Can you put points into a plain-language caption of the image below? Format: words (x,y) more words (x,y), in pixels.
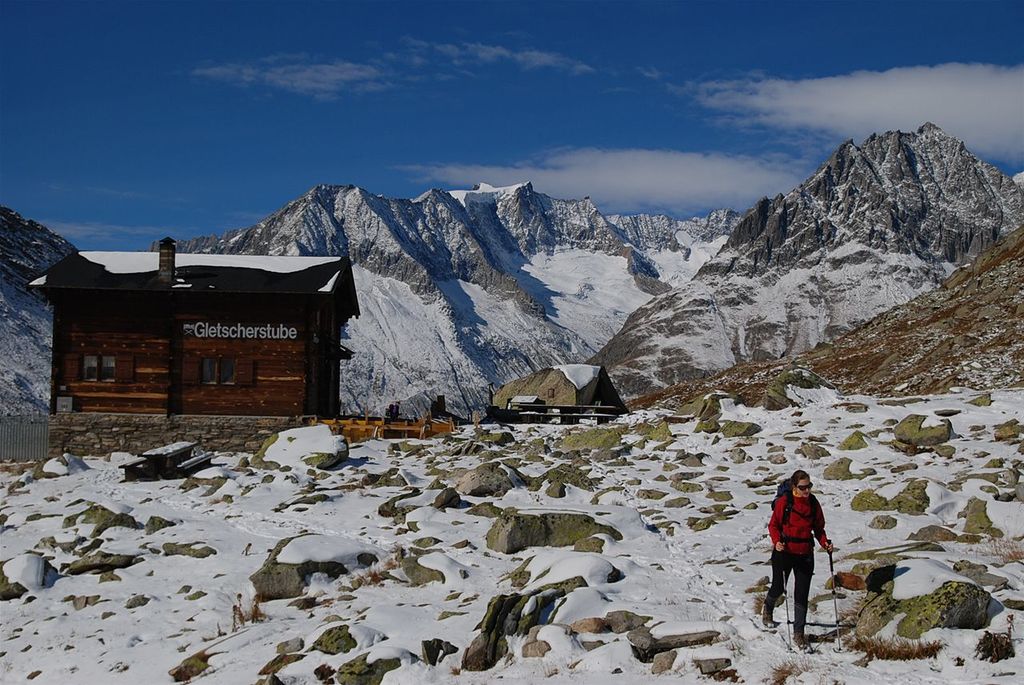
In this picture there is a woman (809,496) who is wearing goggles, jacket (800,512), trouser (801,578), shoe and bag (782,494). She is holding two sticks (785,587). Beside her I can see many stones (891,584) and snow (621,682). On the left (94,306) I can see the building (192,330). In the background (579,199) I can see many mountains (889,173). At the top (651,117) i can see the sky (601,20) and clouds (461,45).
